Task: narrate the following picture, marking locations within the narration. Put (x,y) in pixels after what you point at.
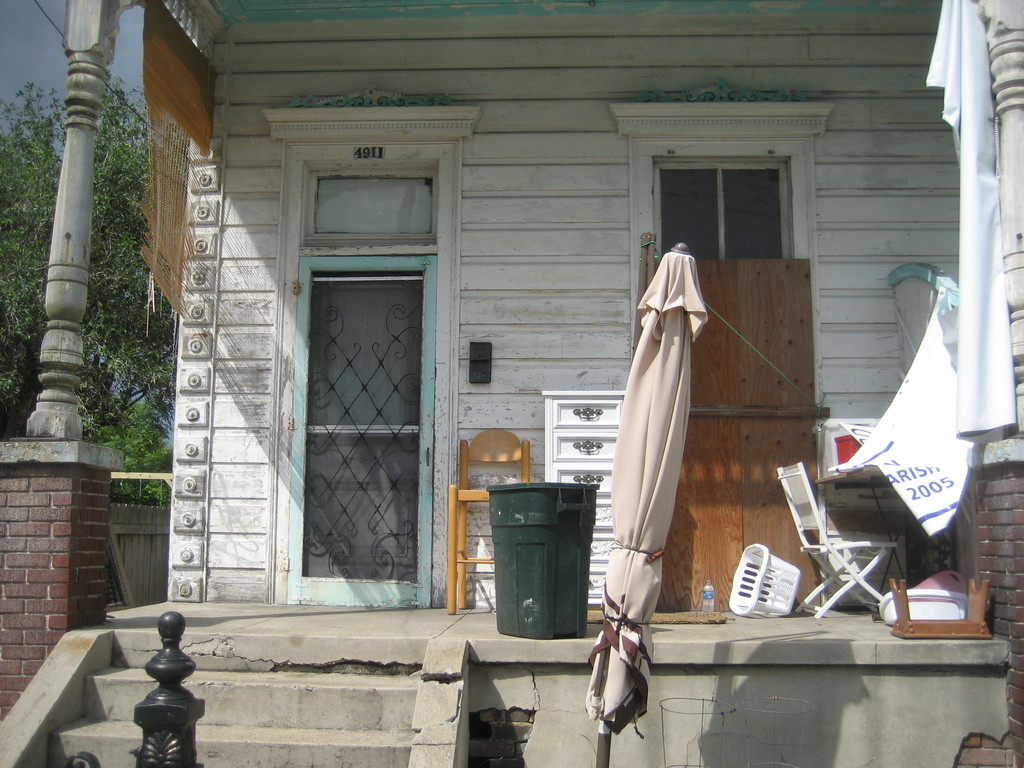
The picture is taken outside of the house (244,568) where on the left corner of the picture (21,303) there are trees (32,289) and sky (26,66) and on the right corner of the picture (788,467) there are chair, table (852,478) and one tray (757,581), water bottle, wooden door (690,577) and shelves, one dustbin (514,573) are present, behind them there is a window (672,195) and a wall (542,361), beside them there is a door (395,529) and in front of the door (349,594) there are steps (369,732) and one umbrella (647,555) is present.
